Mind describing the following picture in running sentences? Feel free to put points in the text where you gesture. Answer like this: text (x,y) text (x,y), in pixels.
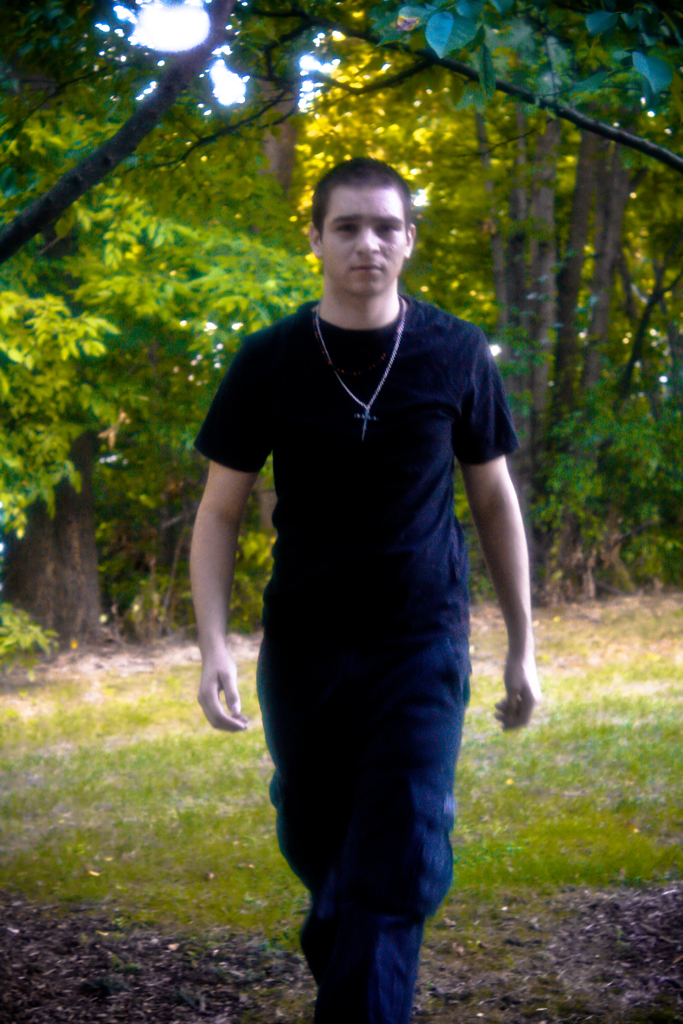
This is the picture of a person (403,214) in black dress (319,438) standing on the grass floor (216,833) and behind there are some trees (606,220) and plants (680,110).
